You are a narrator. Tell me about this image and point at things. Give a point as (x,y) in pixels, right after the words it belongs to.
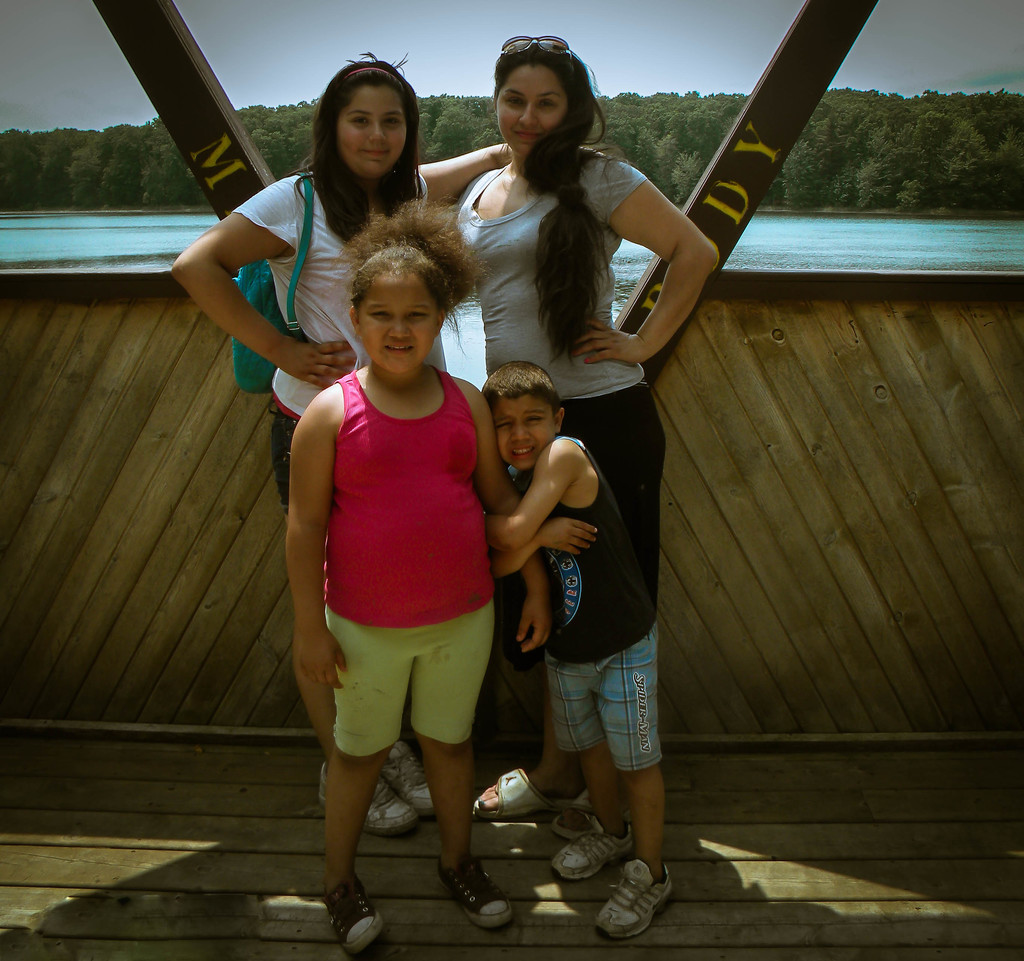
In this picture we can see four people (583,789) on the ground (1016,826) and in the background (1004,695) we can see a fence (928,524), water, trees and the sky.
